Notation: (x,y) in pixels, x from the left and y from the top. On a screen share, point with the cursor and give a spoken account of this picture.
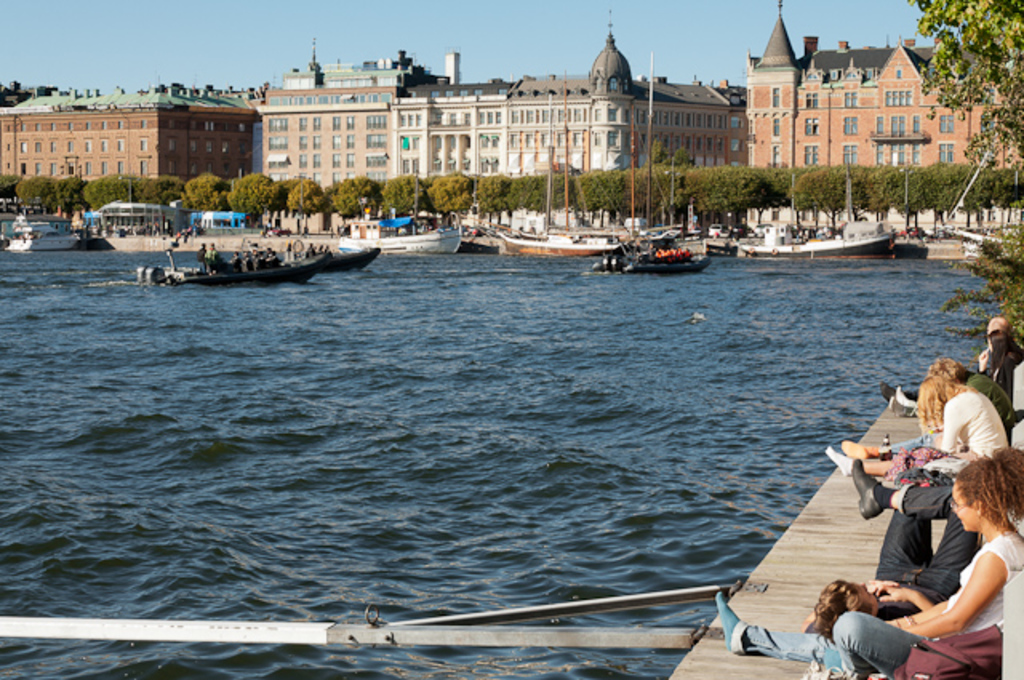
There are group of people (909,613) sitting on the wooden path (836,553). This looks like an iron pole (366,637). I can see the boats (288,279) on the water (447,273). These are the buildings (513,137) with windows (892,100). I can see the trees (456,199).
